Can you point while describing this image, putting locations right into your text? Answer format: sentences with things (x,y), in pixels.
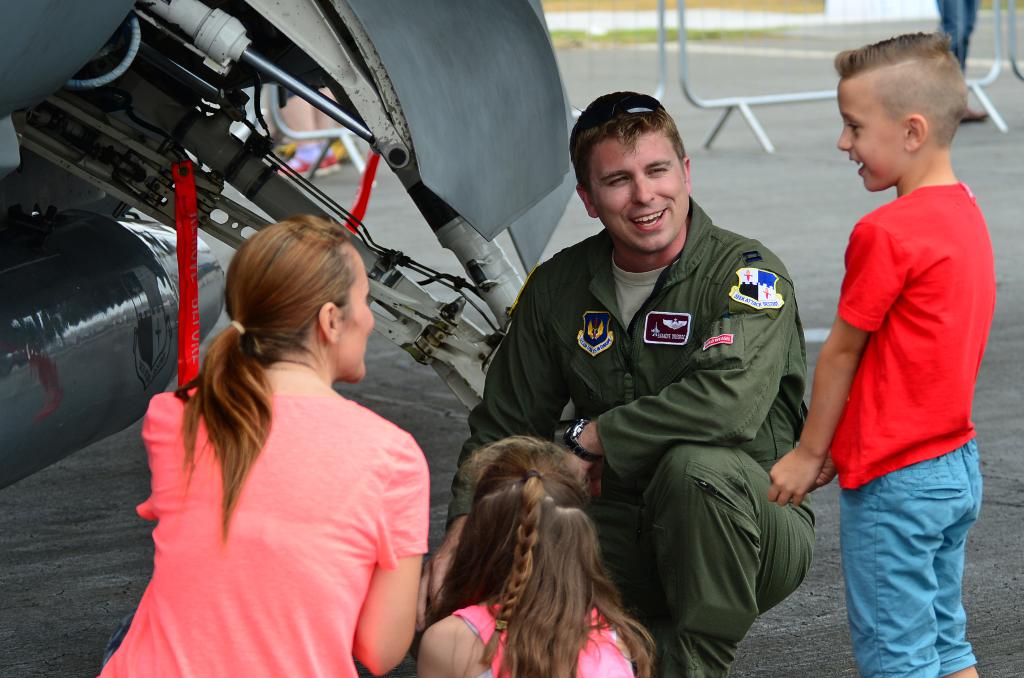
In front of the image there are two adults (615,419) and kids (535,554) with a smile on their face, behind them there are some objects (366,78) and a person's leg (958,43) behind the mesh fence (997,24).
